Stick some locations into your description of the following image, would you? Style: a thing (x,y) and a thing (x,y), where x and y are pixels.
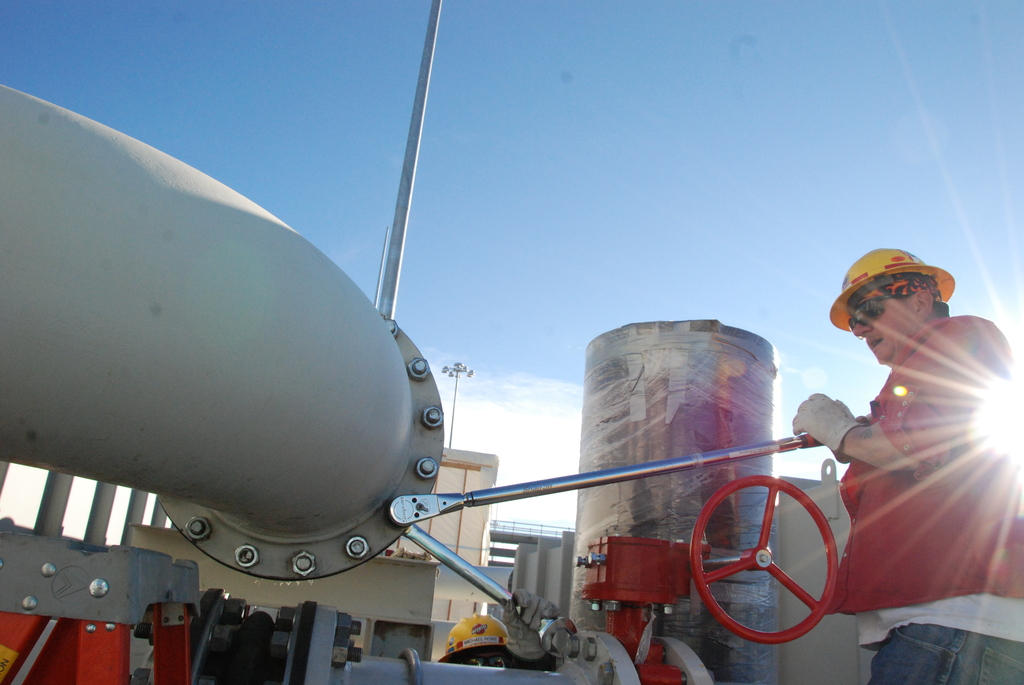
There is a man (965,338) standing and holding a rod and wore helmet (867,267) and glasses (874,302). We can see machines (737,478). In the background (826,213) we can see sky (571,320).
